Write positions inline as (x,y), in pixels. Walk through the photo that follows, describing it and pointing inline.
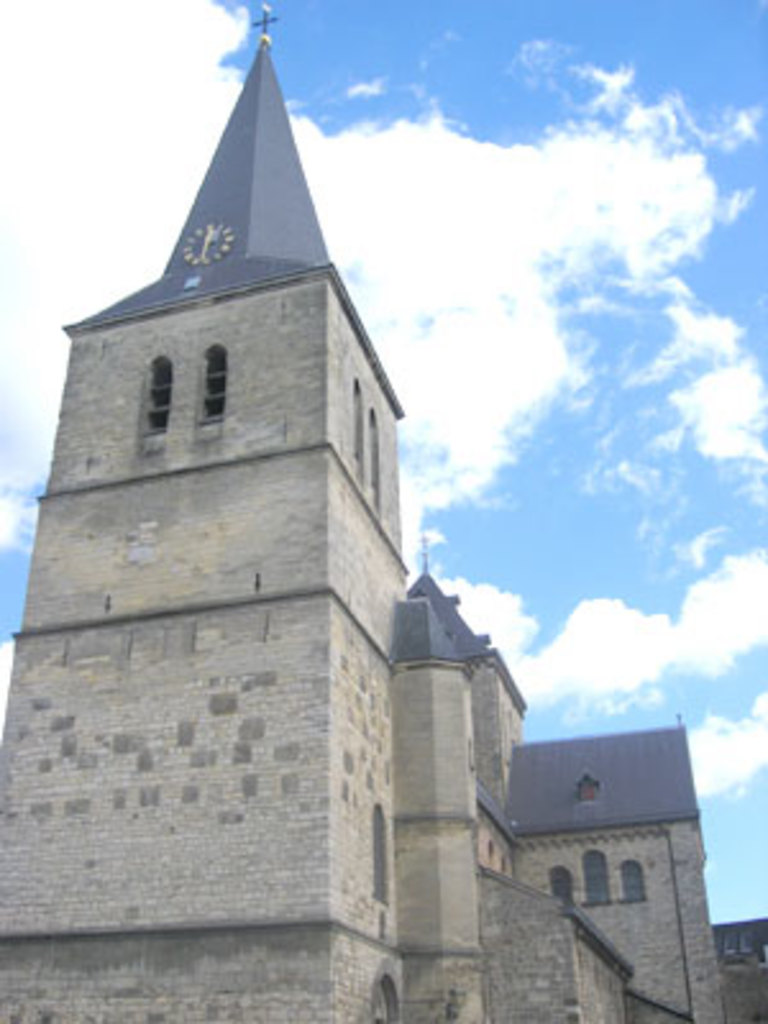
In the picture I can see buildings (382,733) and a clock tower (212,291). In the background (432,536) I can see the sky (645,476).
